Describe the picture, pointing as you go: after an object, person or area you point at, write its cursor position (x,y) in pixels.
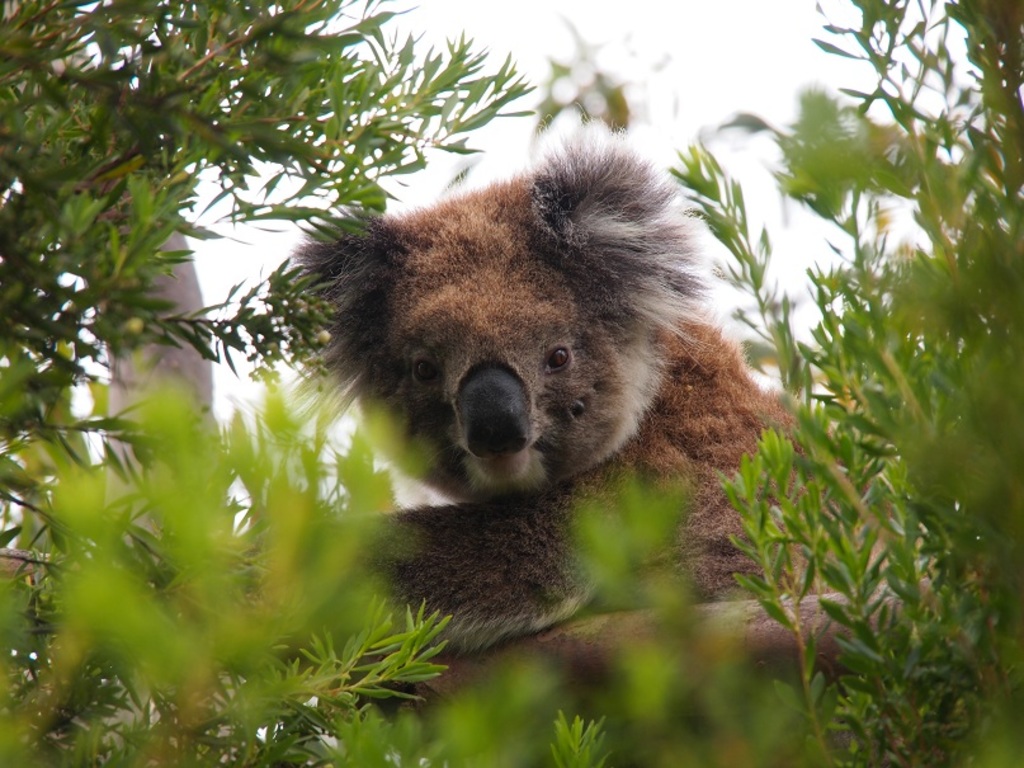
In the center of the image (493,328), we can see an animal (461,403) on the branch (591,637) and in the background (837,195), there are trees (217,90).
